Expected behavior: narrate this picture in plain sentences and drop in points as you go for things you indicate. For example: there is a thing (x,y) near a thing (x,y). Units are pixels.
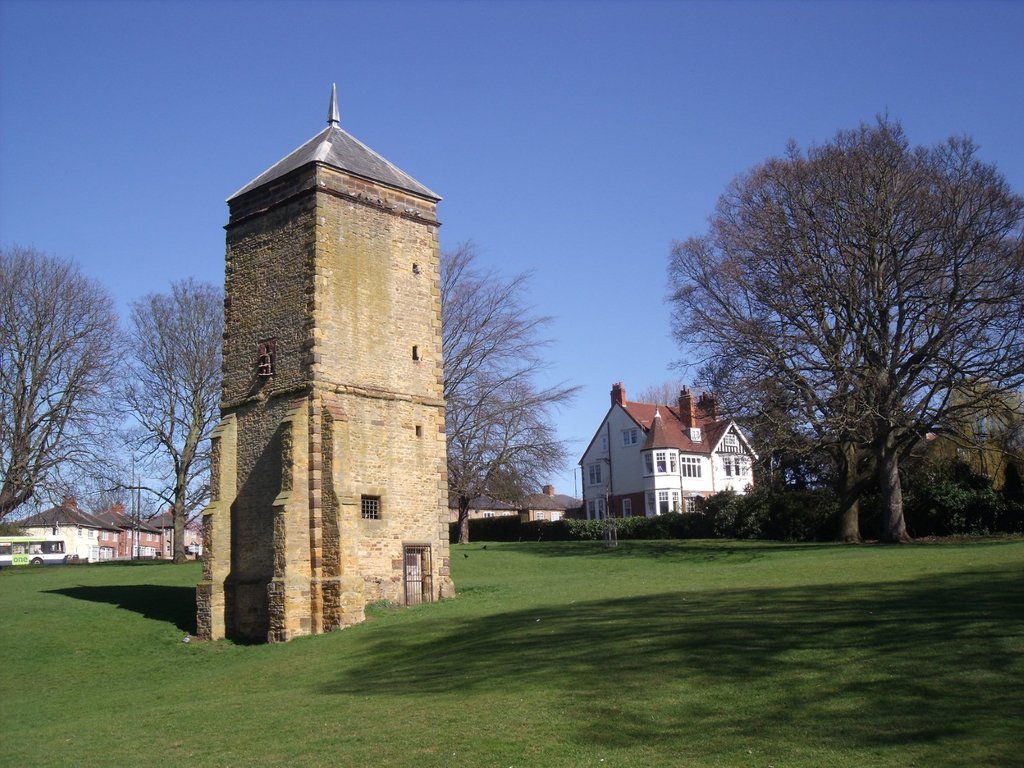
In this image there are buildings (430,535), a vehicle (13,543) moving on the road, trees (181,539), grass (545,594), surface (565,677) of the grass (705,650). In the background (593,177) there is the sky (542,157).
